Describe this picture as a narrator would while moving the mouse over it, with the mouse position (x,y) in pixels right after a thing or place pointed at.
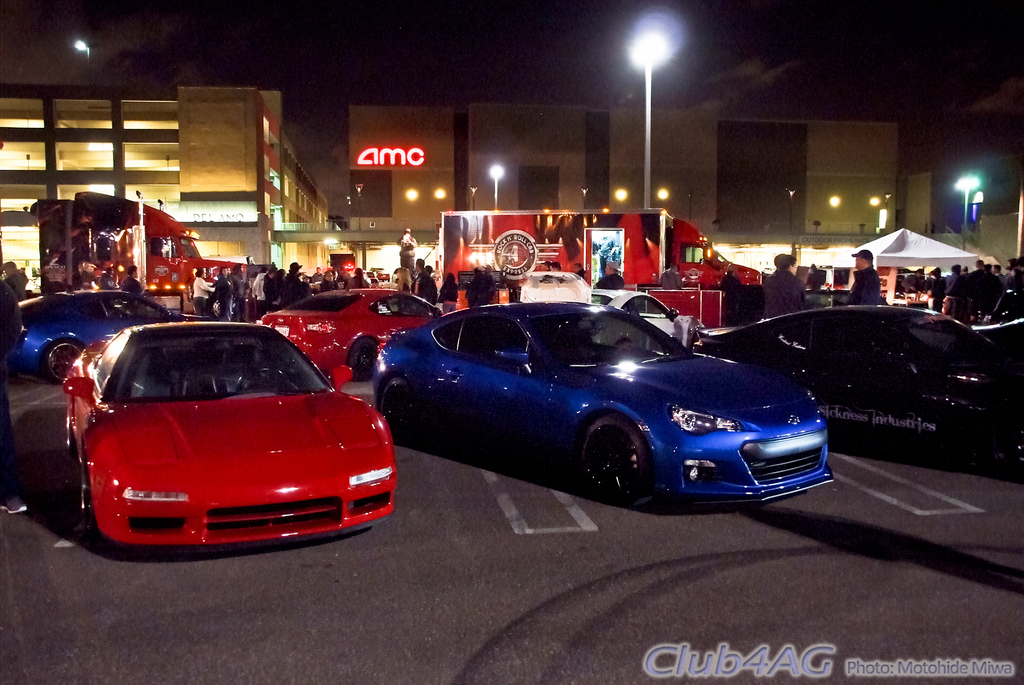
These are the cars (272,459) and trucks (143,266), which are parked. This looks like a canopy tent (889,246). I can see groups of people (975,279) standing. These are the buildings (248,147) with the lights (107,145). I can see the street lights (633,51). This looks like a name board (397,164), which is attached to the building (422,146). Here is the sky (826,59). At the bottom of the image (778,651), I can see the watermark (889,670).
